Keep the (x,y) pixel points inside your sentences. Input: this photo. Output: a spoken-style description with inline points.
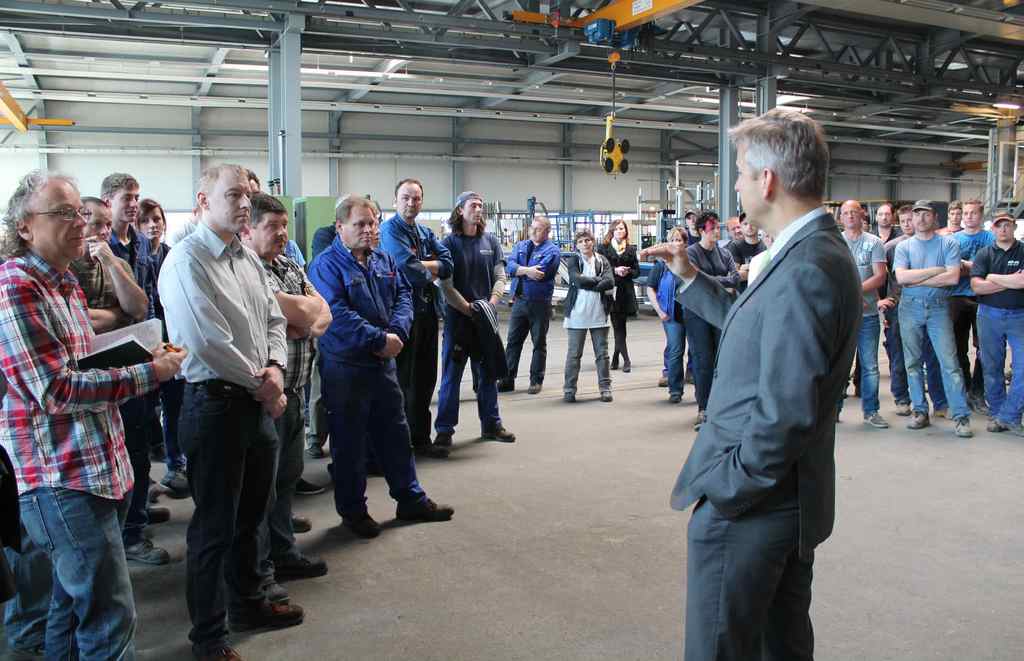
In the image we can see there are people (354,388) standing and there is a man (737,373) standing and wearing formal suit (754,551). Behind there are mechanical machines (990,150).
